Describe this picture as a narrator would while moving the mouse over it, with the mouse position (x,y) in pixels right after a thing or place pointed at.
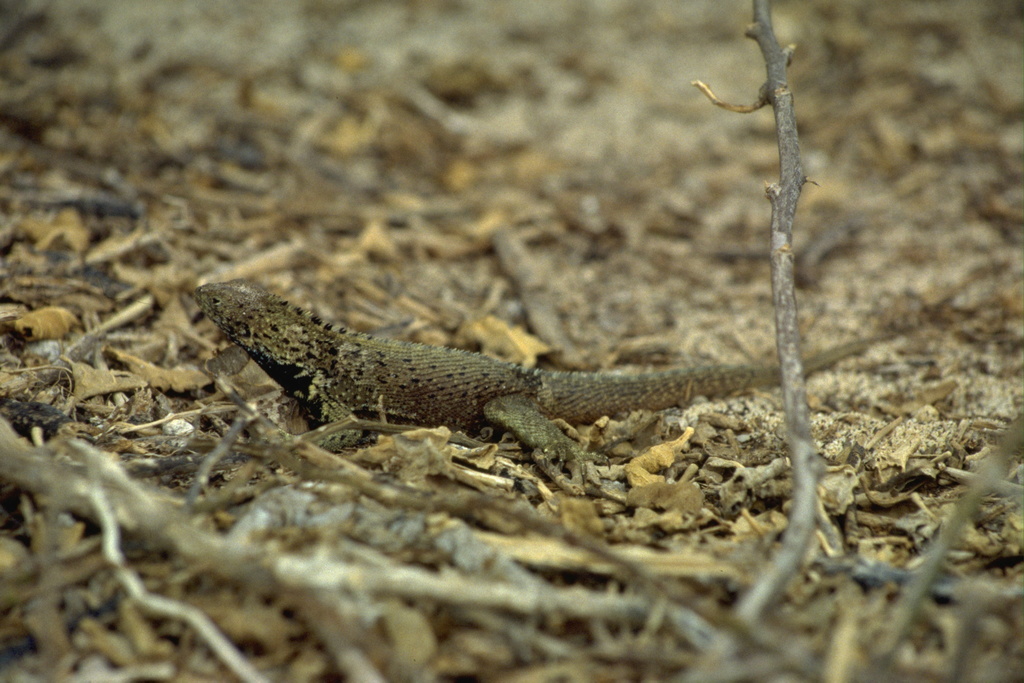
In this image there are sticks (531,595) in the foreground (547,601). There is sand (811,224). There are dry leaves (690,471). We can see a reptile (298,365).
